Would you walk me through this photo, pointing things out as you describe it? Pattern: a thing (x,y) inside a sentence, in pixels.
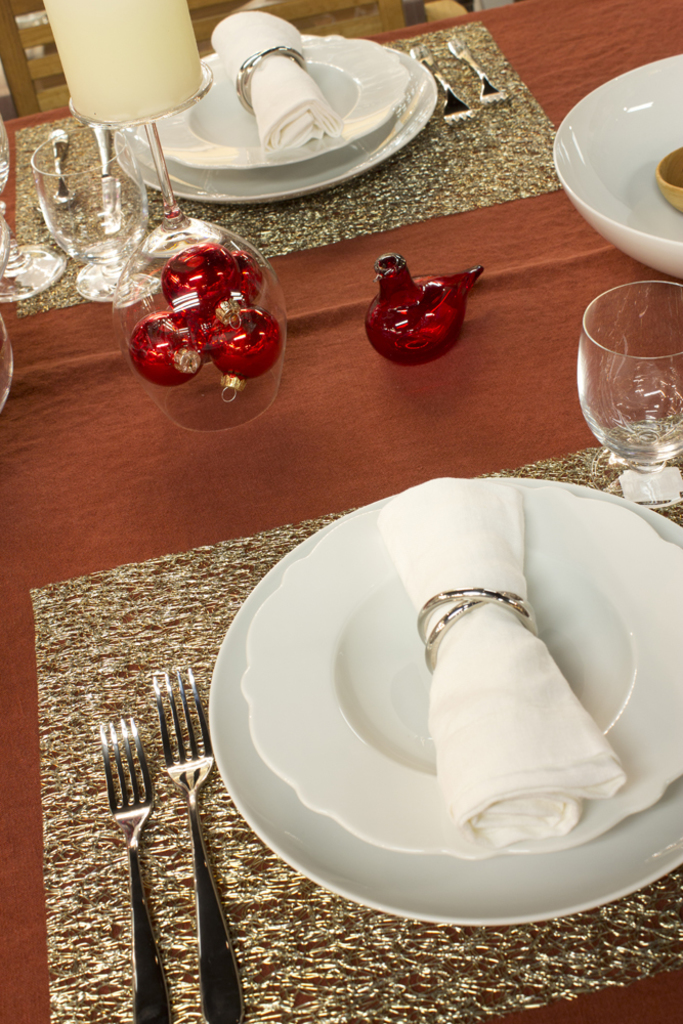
In the image there is a table (377,365). On table (398,406) we can see a plate (334,702), tissues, fork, glass (602,354), bowl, light (129,46), chair (37,65), bird (382,305).
